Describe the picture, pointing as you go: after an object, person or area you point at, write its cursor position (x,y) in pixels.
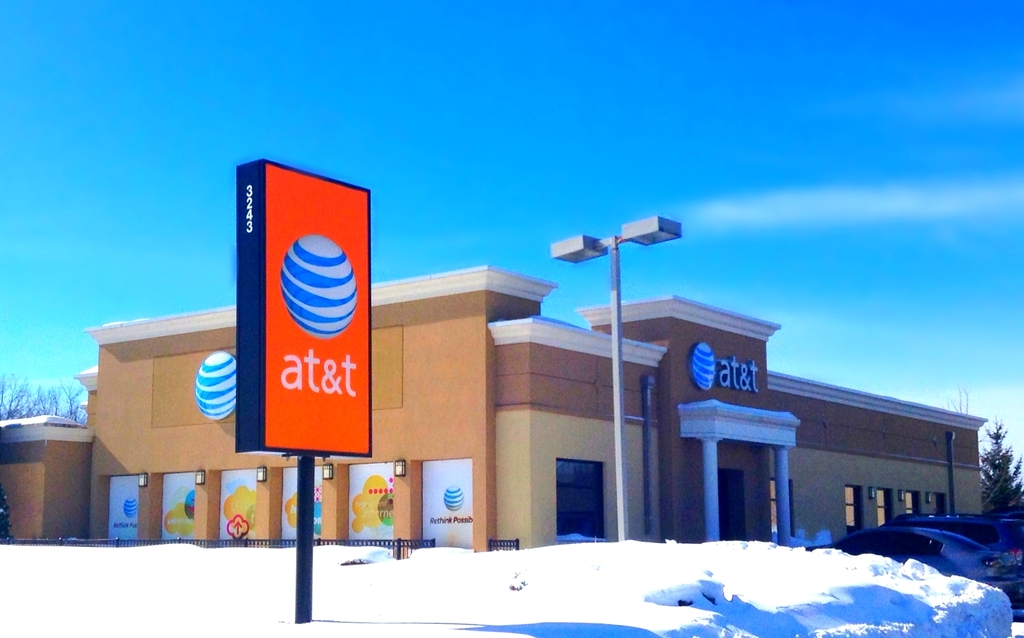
This is an outside view. Here I can see a building (644,454), in front of this building (840,520) there are some cars (929,547) and also I can see two poles (614,366). At the bottom of the image (523,583) I can see the snow (634,572). In the background (994,482) there are some trees (1002,468). On the top of the image (591,87) I can see the sky (524,87).
